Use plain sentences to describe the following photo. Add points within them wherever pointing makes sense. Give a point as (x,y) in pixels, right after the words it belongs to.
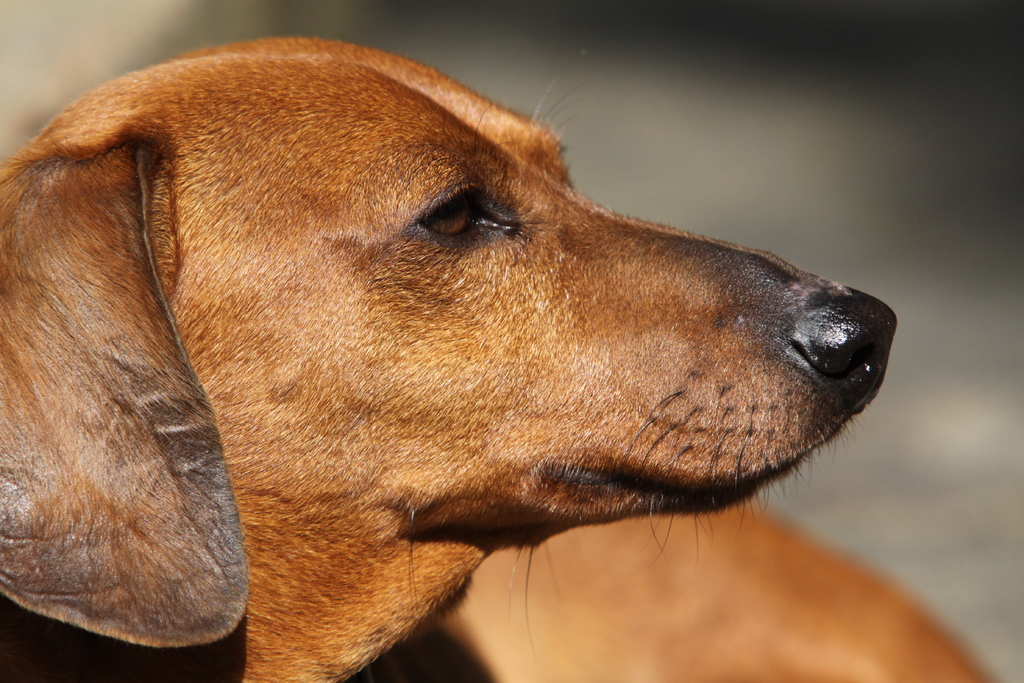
In this image I can see an animal (597,295) and the animal (474,401) is in brown color and I can see the blurred background (938,488).
